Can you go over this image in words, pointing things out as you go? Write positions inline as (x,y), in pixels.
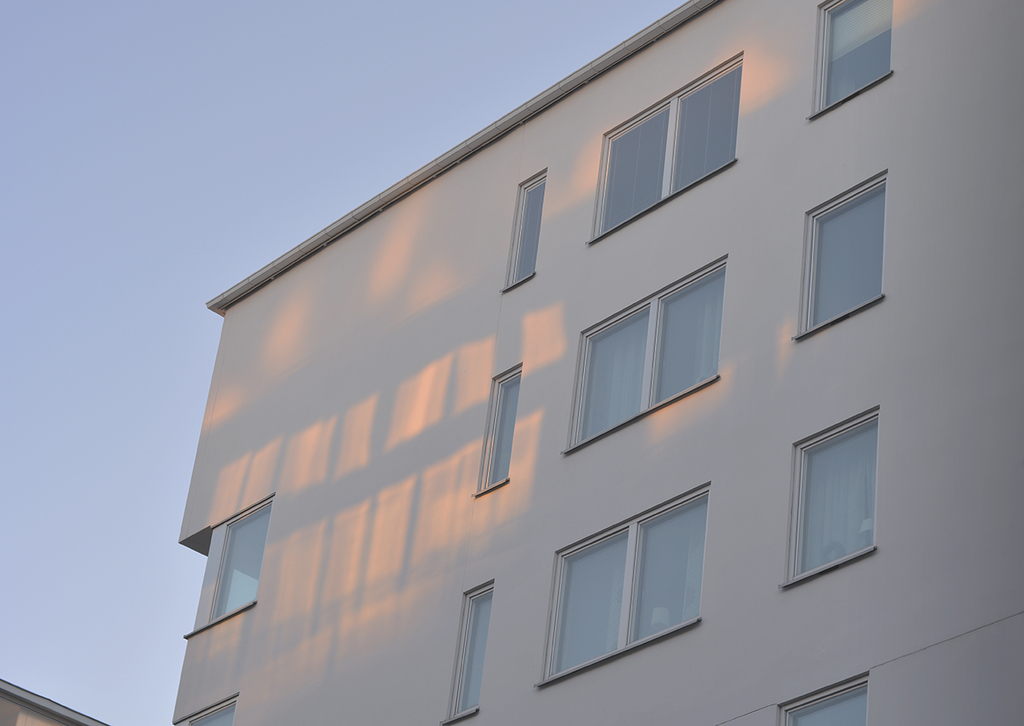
In this image we can see a building (578,538) with glass windows (620,338). In the background of the image (198,370) there is the sky (8,642). On the left side (36,703) bottom of the image (32,721) it looks like a wall (70,723).
